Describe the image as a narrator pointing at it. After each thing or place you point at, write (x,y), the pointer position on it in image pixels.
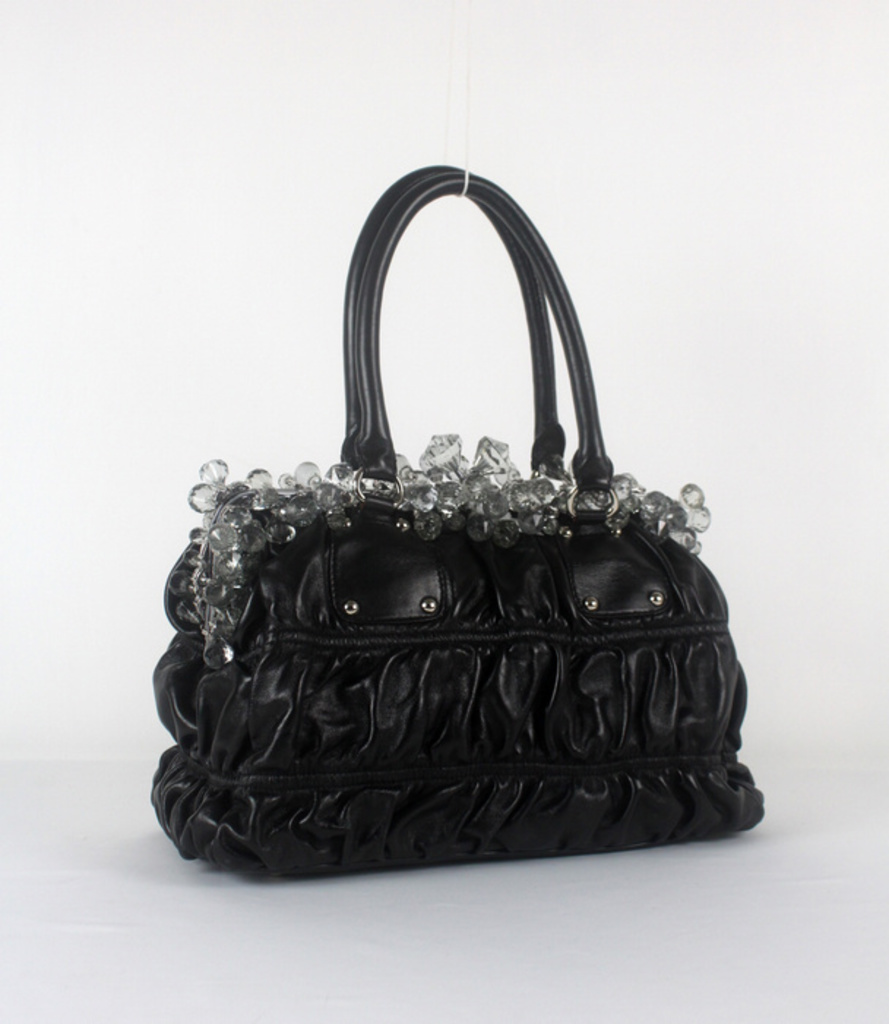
In this picture we can see a black color handbag (412,608).
